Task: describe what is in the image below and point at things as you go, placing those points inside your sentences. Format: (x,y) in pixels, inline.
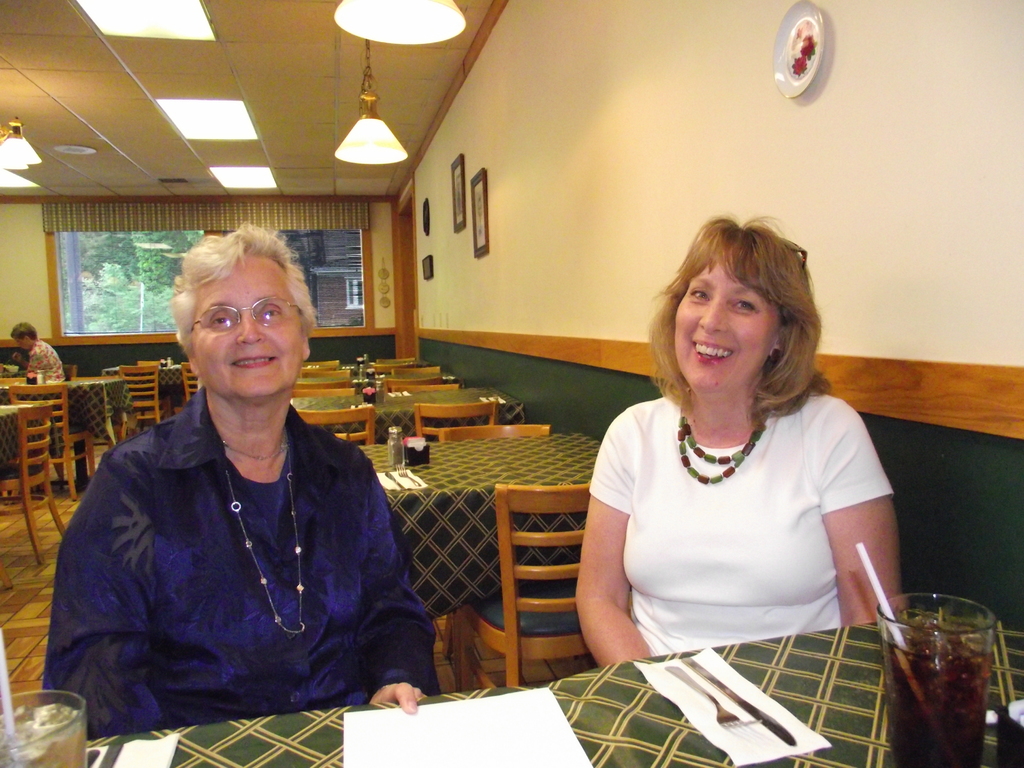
The picture is clicked inside a restaurant (898,398) and there are two ladies (713,396) sitting on the table (701,754). There are pair of forks (727,723) kept on the table (852,667). We also observe two cool drink glasses (910,701) kept on the table (839,758). In the background (459,412) there are many empty chairs (458,435) and tables (440,390). The roof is decorated beautifully with lights (248,181) in the background (233,187). We also observe a glass window (172,251).
